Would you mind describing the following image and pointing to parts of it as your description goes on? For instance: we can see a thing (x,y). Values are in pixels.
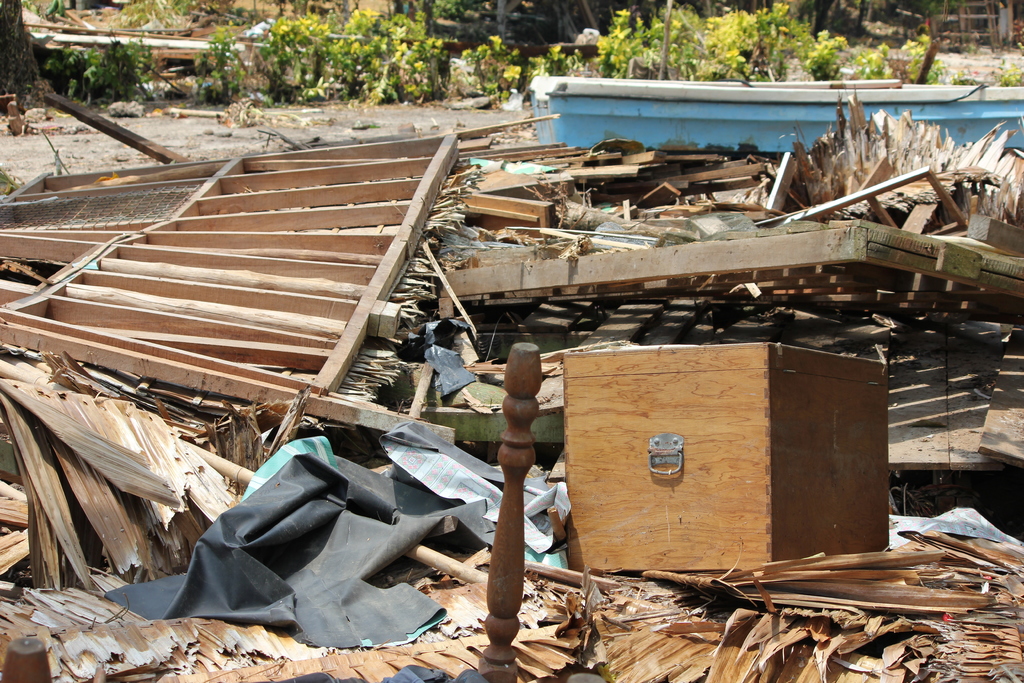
In this image, we can see a wooden box (631,358), some logs (382,167), wooden stands (504,280) and there are plants (438,52), poles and we can see dry leaves (116,507) and some objects (689,130).
